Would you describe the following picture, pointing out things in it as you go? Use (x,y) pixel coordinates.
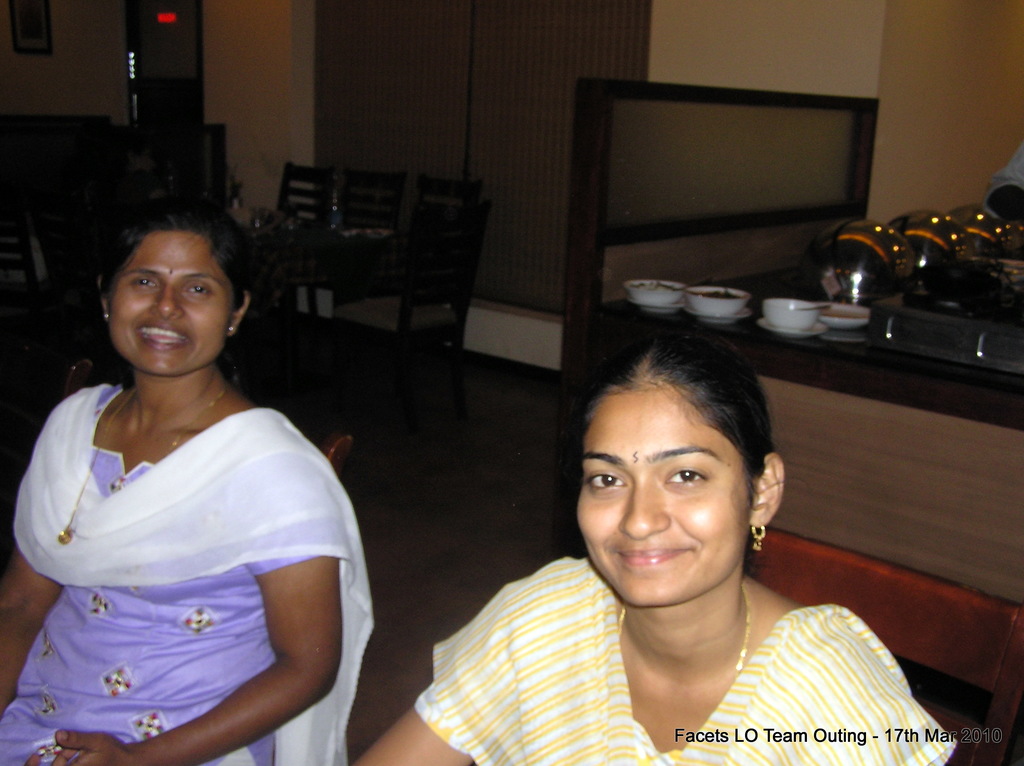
In this image two women (508,610) are sitting and smiling. Behind them one dining table (320,282) is there and one kitchen counter (859,273) is there.
